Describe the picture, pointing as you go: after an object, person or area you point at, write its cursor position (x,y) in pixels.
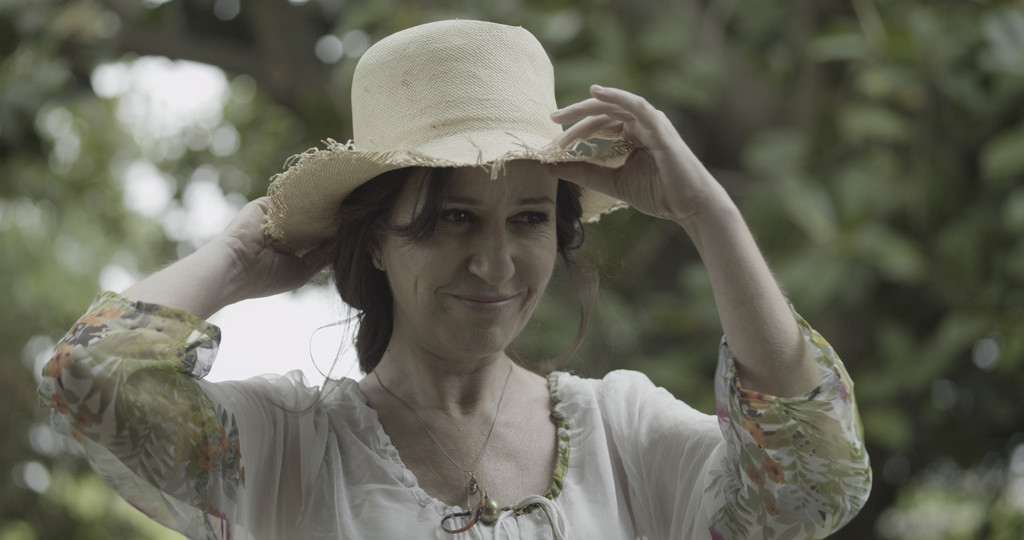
In this image I can see a woman (498,327) is adjusting her hat (527,122). She wore white color dress (594,459), she is smiling.
